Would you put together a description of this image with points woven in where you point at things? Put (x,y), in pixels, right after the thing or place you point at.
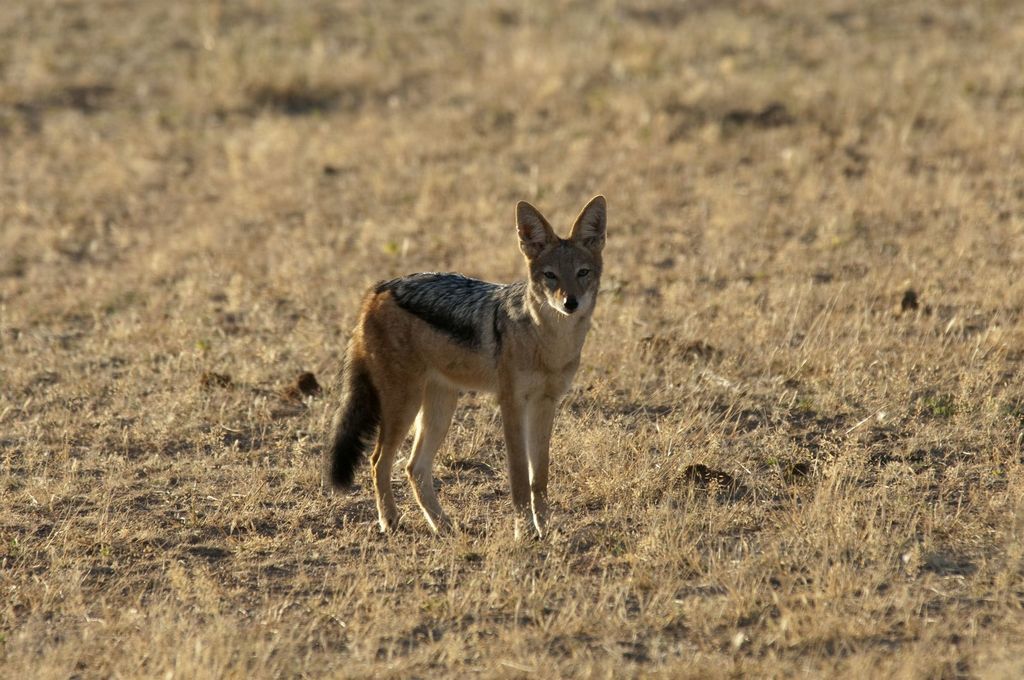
In this image we can see a jackal (460,314) standing on the dry grass (568,500).
